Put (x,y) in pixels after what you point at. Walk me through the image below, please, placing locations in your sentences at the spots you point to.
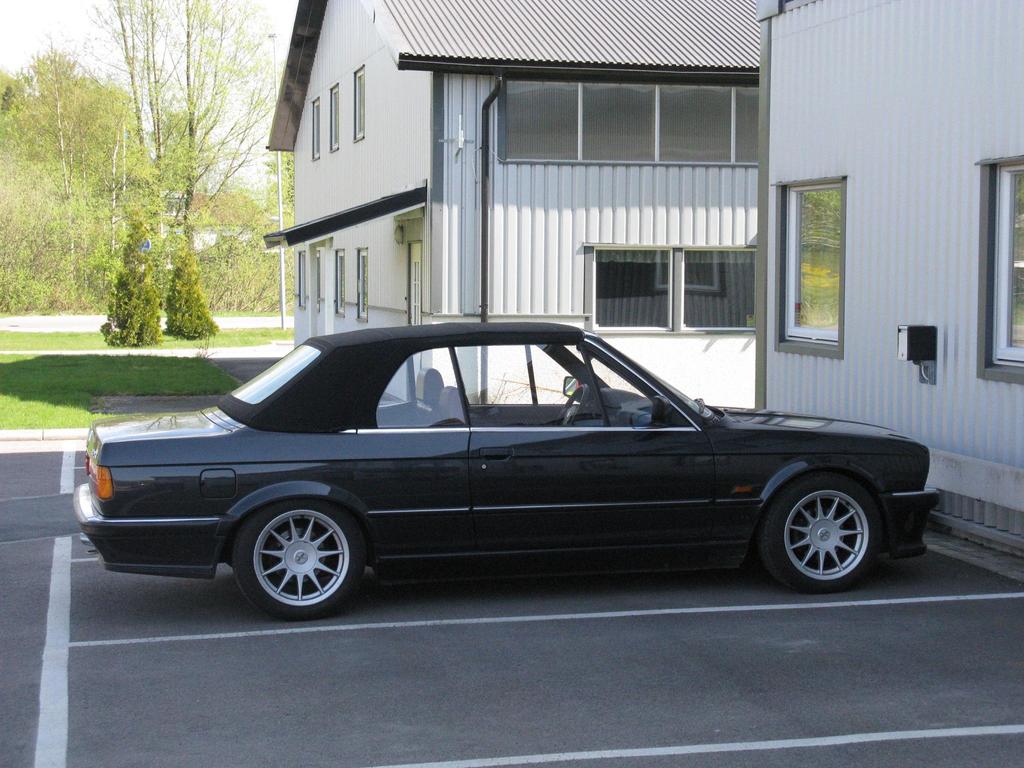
Here in this picture we can see a black colored car (362,446) present on the road (223,592) and in front of that we can see houses (587,159) present and we can also see windows (694,278) and doors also present on it and we can see some part of ground (30,353) is covered with grass (13,341) and we can also see plants (115,324) and trees (87,304) present and we can see the sky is cloudy.
